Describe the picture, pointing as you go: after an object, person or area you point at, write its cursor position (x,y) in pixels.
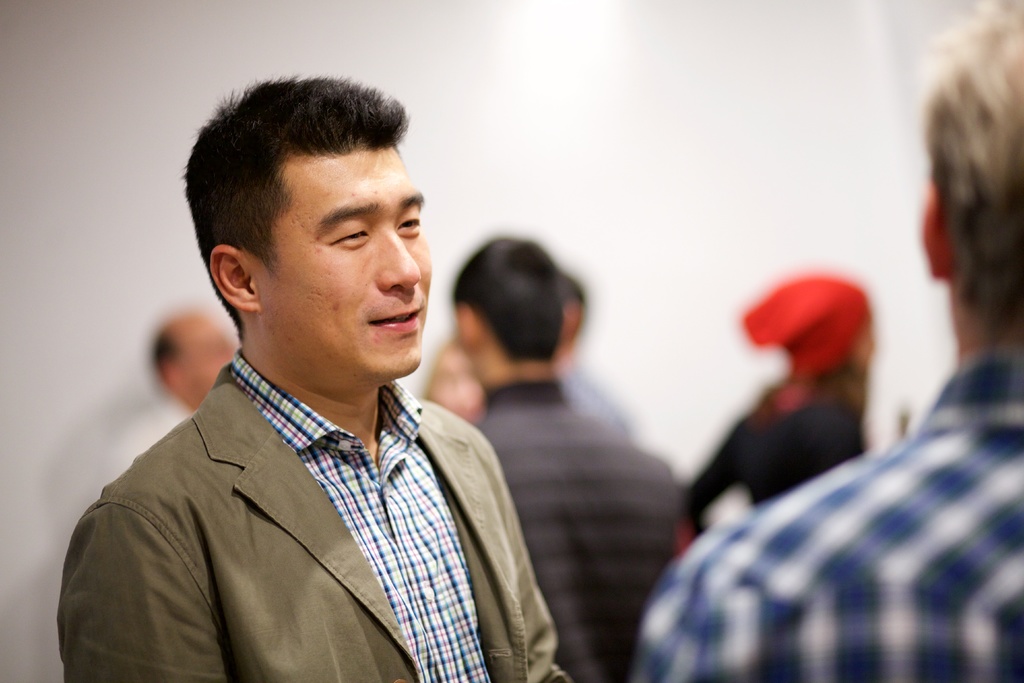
In this image there is a person (360,356) standing and smiling, and in the background (450,409) there are group of people (497,300), wall (636,161).
